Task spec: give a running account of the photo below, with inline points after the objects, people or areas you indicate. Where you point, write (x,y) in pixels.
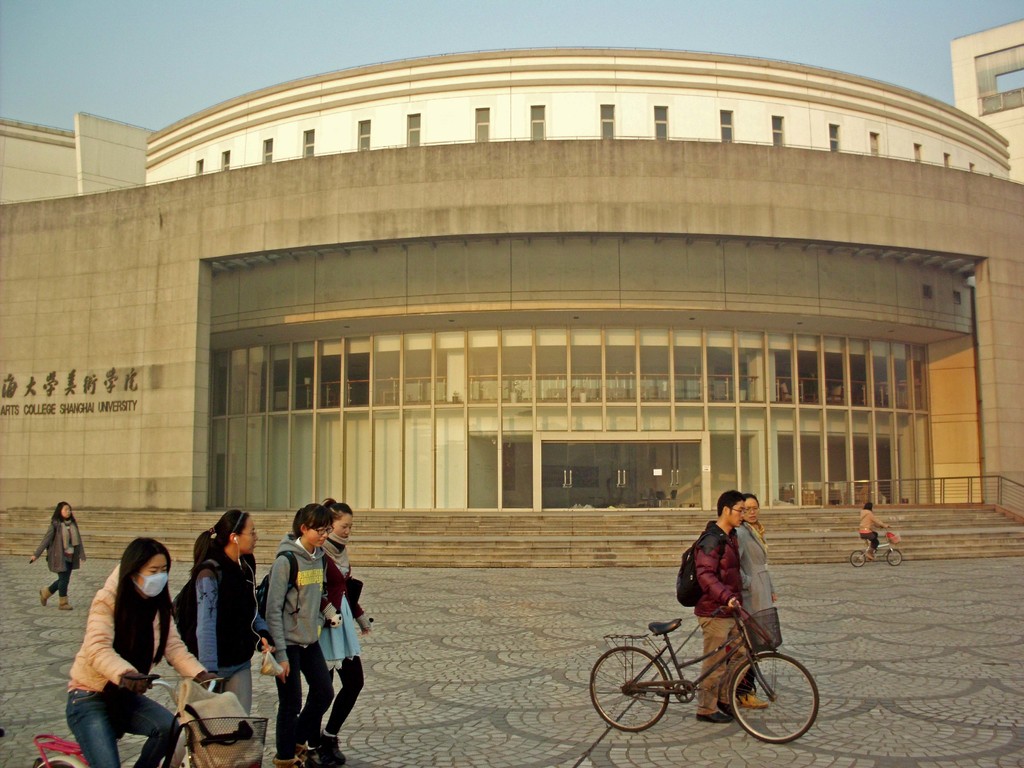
In this picture outside of the college (263,335). There is a group of people (252,520). They are walking. On the left side (172,659) we have a woman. She is wearing a mask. She is riding a bicycle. On the right side (711,541) we have a two persons (736,546). They are standing. They are wearing a bag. We can see in background (450,255) building (433,286) and sky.
